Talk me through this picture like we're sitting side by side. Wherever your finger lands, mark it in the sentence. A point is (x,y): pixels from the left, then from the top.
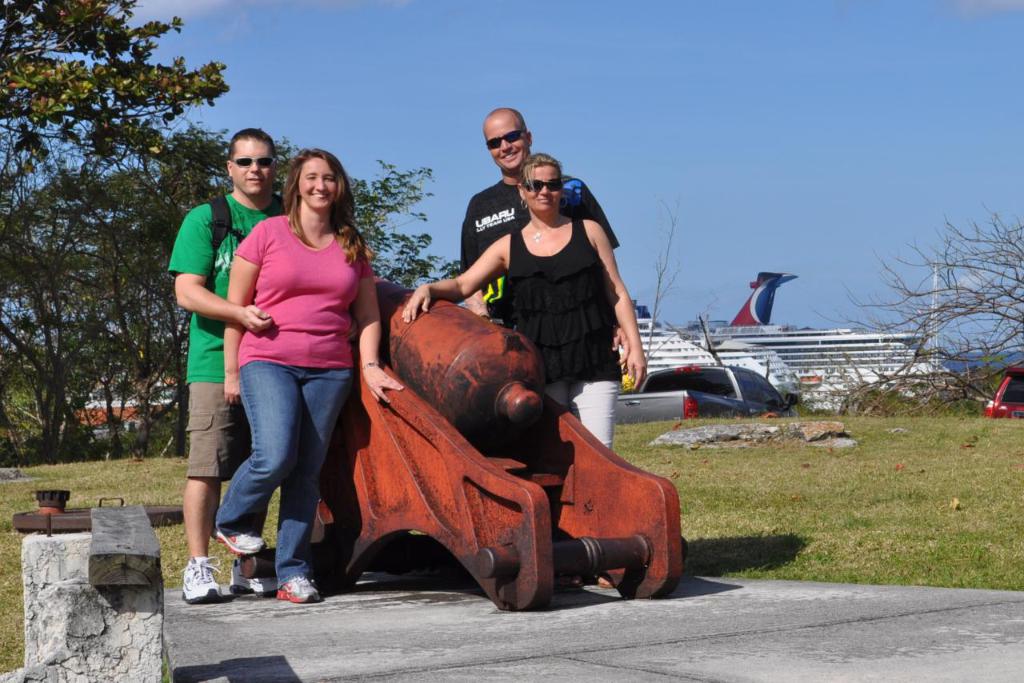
Here people (336,295) are standing, here there are ships (781,342), here there are trees (121,204), this is grass (878,524), this is sky (712,110).
